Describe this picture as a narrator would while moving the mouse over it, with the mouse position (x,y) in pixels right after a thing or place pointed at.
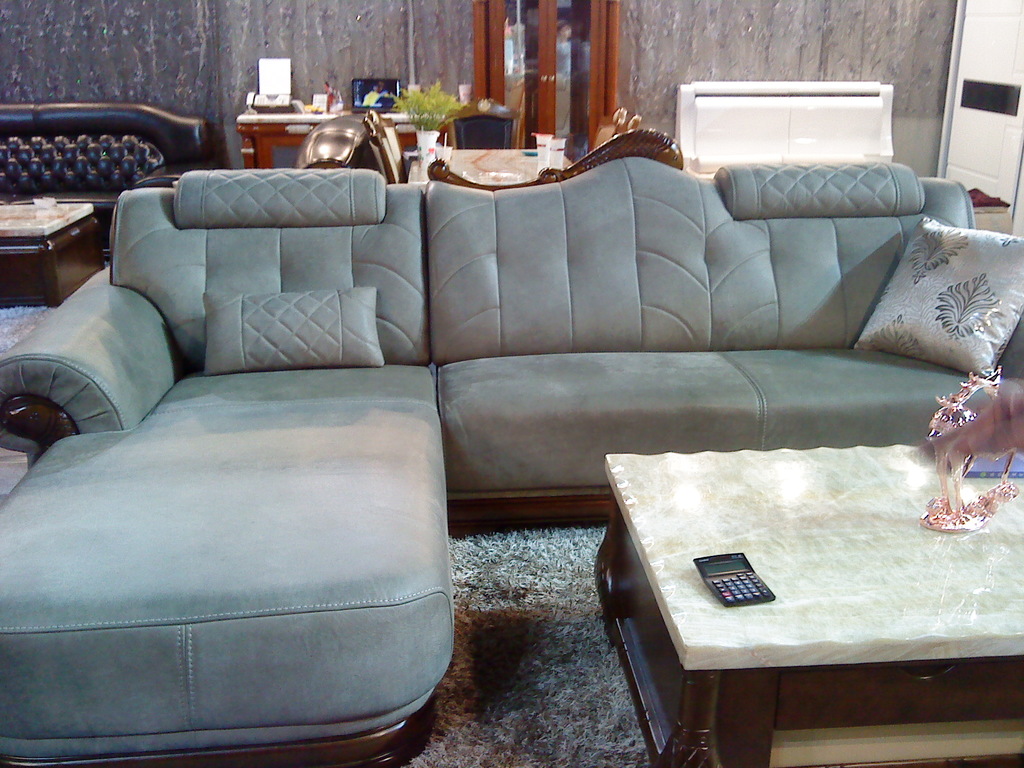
The image is taken in the room. In the center of the image (402,443) there is a sofa (403,423). On the right side (695,701) there is a table (726,642). There is a decor (980,514) and a calculator (727,601) placed on the table (669,654). In the background (259,128) there is a stand (263,134) and a wall (242,96).
